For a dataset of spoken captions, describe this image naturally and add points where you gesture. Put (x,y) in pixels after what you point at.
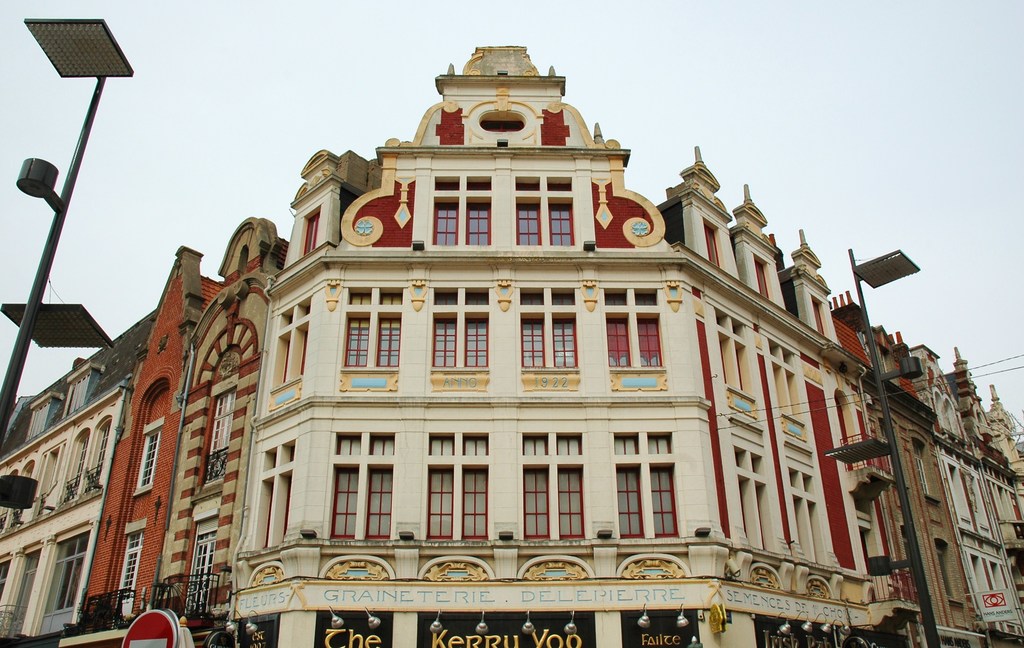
Here we can see a building (683,585), boards (757,620), lights (39,316), and poles (932,620). In the background (984,253) there is sky (929,201).
